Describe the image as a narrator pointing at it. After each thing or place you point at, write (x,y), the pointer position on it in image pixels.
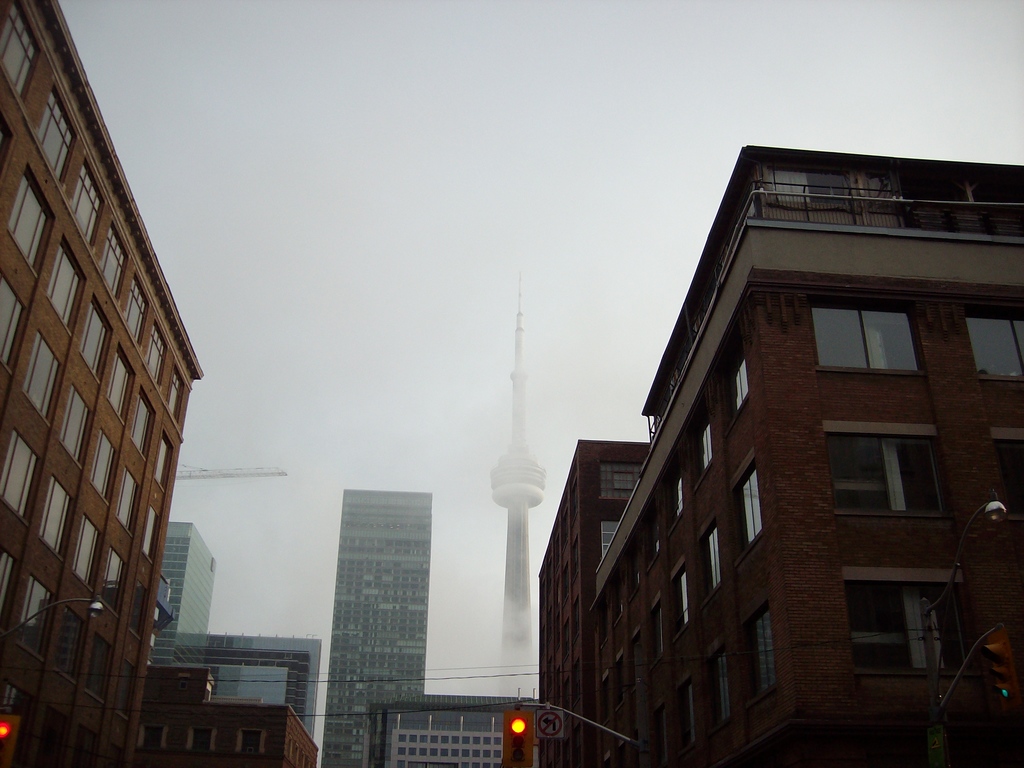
In this picture we can see a few traffic signals (508,757), a signboard (554,723) and some buildings (881,706) in the background (376,504).
